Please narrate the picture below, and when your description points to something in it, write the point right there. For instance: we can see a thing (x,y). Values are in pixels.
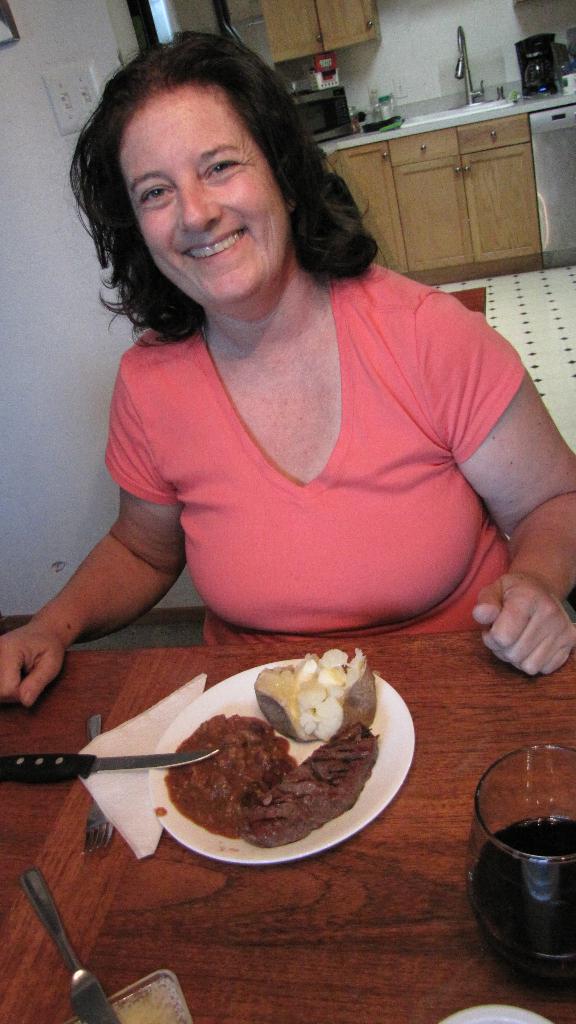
In this image we can see a lady (257,426). In front of her there is a wooden surface (202,936). On that there is a plate (163,784) with food item (290,835), glass (505,856) with drink (491,854), knife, fork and tissue (98,789). In the background (49,214) there is a wall (44,128). Also we can see a platform (411,110) with tap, microwave oven (346,113) and some other items (538,76).
